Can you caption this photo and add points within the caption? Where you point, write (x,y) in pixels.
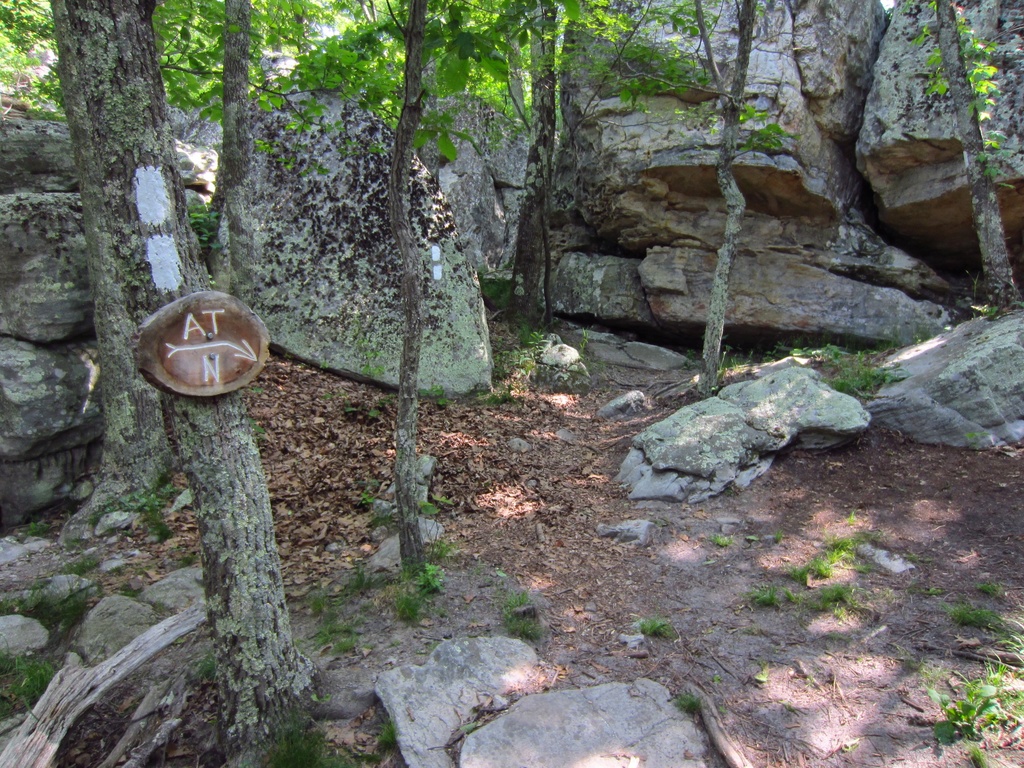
In this image we can see there are some trees (405,254), rocks (424,269) and dry leaves (438,449) on the ground (768,636).
